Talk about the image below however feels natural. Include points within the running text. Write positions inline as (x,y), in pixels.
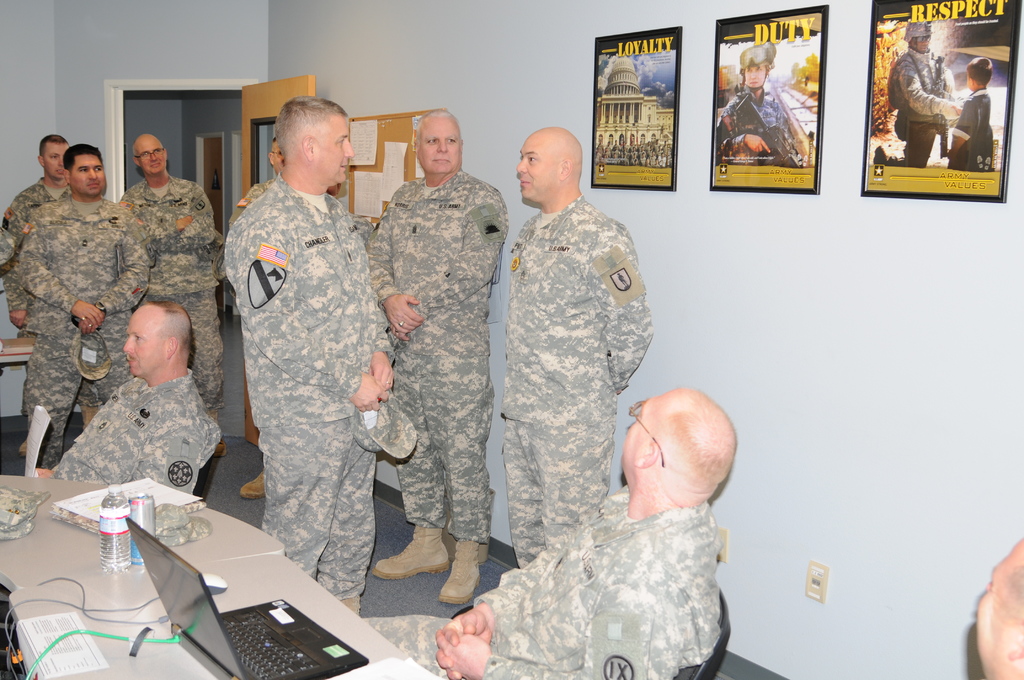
There are many people (247,323). Some are sitting and some are standing. There are tables (76,555). On the tables (81,592) there are caps (193,529), laptop (239,618), mouse (207,582), bottles (114,527) and many other things (45,649). In the back (766,294) there is a wall (765,315) with photo frames (674,147) and a board (404,139) with notices (402,172). Also there is a door (242,113).
